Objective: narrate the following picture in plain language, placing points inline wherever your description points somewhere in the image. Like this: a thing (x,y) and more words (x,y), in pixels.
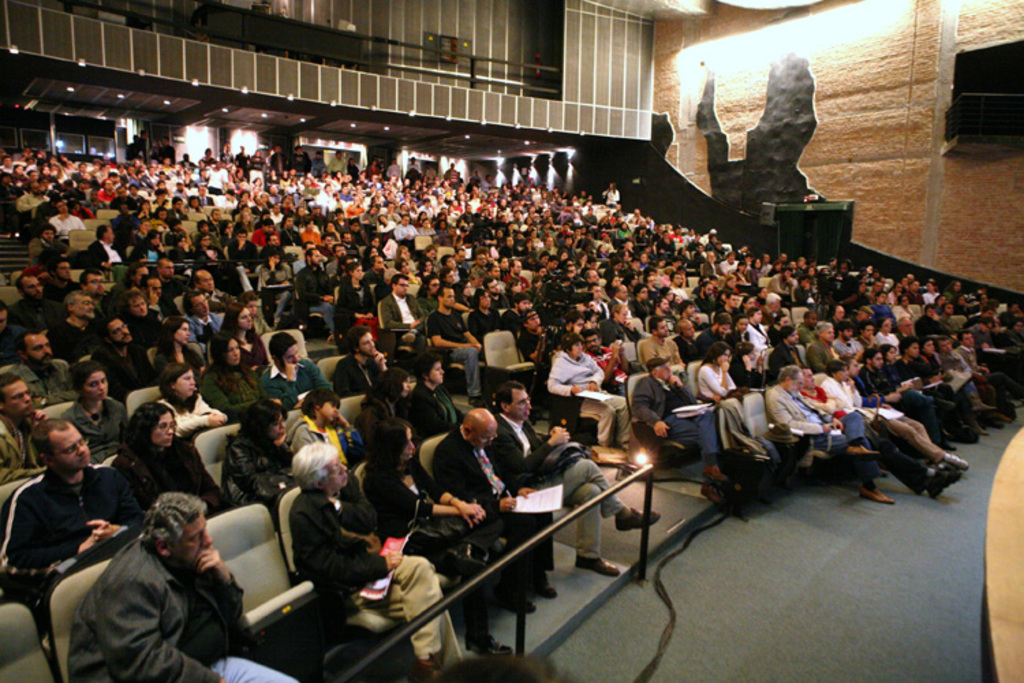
In this image I can see group of people (445,502) sitting, the person (446,477) in front (458,462) wearing black color blazer (470,470) holding a pen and paper (539,497). Background (969,164) I can see few persons (165,148) standing, wall (757,58) in brown color and I can see few lights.
